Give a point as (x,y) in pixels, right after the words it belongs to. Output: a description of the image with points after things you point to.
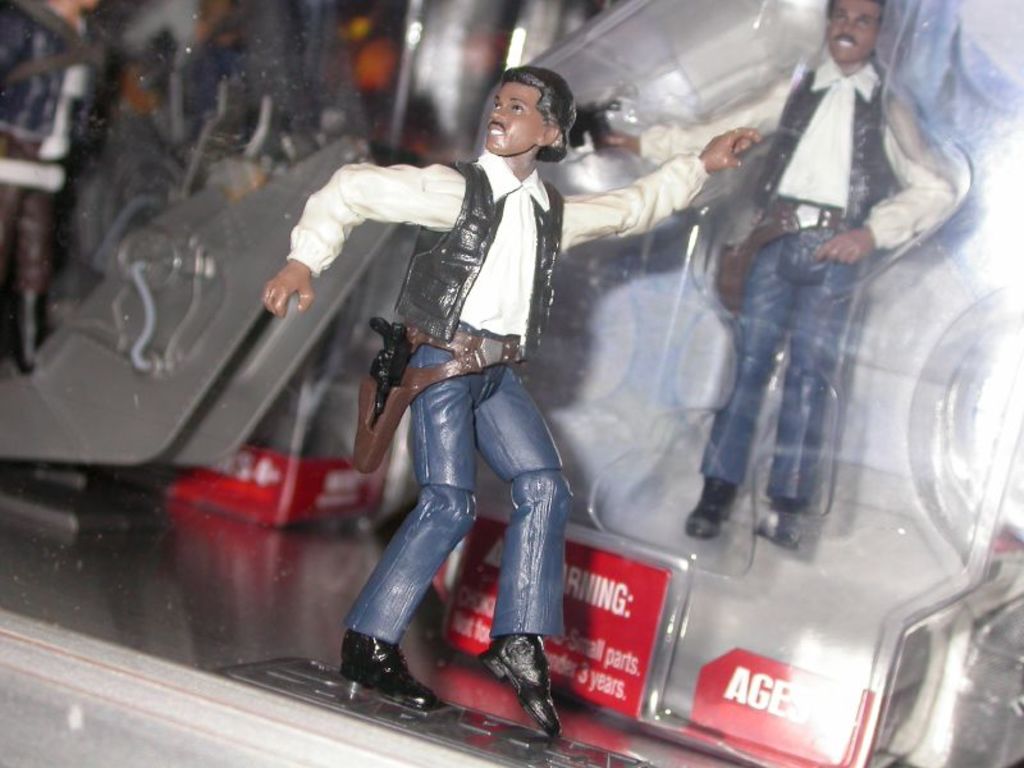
In this picture we can see the toys (472,462) of two men (525,205) wearing white color shirts (496,245), black color jackets (855,174) and we can see the toy (383,405) of a pistol (379,375). In the background (206,135) we can see some other objects (936,326) and the text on the objects (604,597).
